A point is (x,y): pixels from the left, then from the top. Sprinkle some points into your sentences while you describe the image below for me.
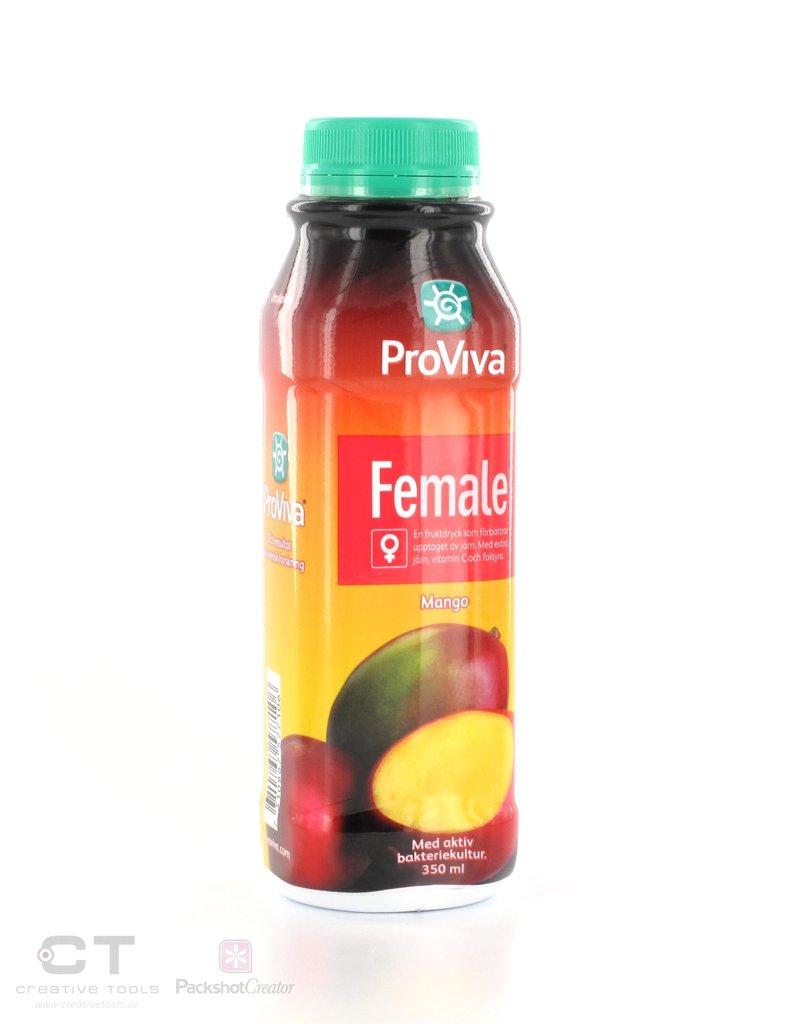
In this picture there is a mango bottle (361,375) in the image.
